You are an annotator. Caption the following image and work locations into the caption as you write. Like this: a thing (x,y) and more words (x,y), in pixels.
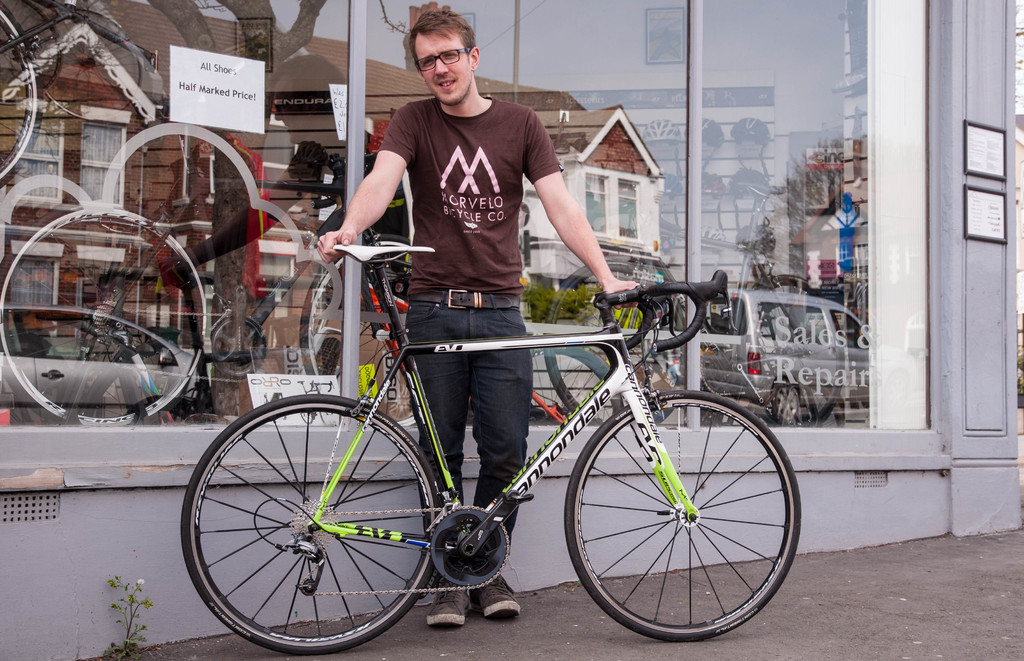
In this picture we can see a person (498,403), bicycle (538,465) and in the background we can see a window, from window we can see vehicles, buildings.
